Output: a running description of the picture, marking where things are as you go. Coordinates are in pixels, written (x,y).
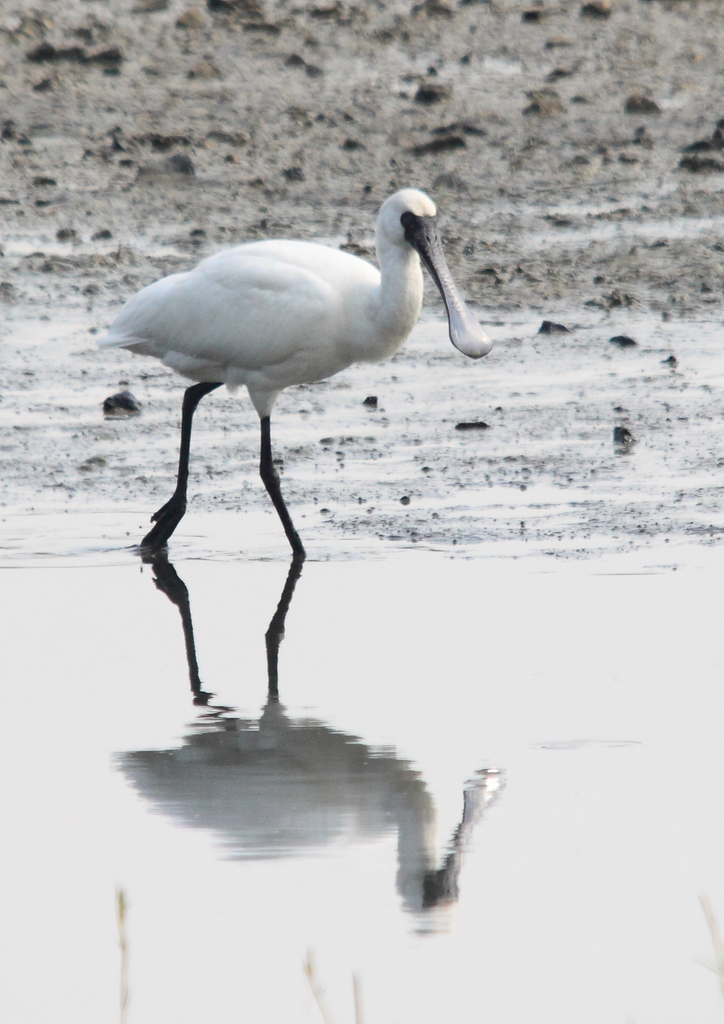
In the middle of the image (320,345) we can see a bird (270,476), and we can find water (259,636).
